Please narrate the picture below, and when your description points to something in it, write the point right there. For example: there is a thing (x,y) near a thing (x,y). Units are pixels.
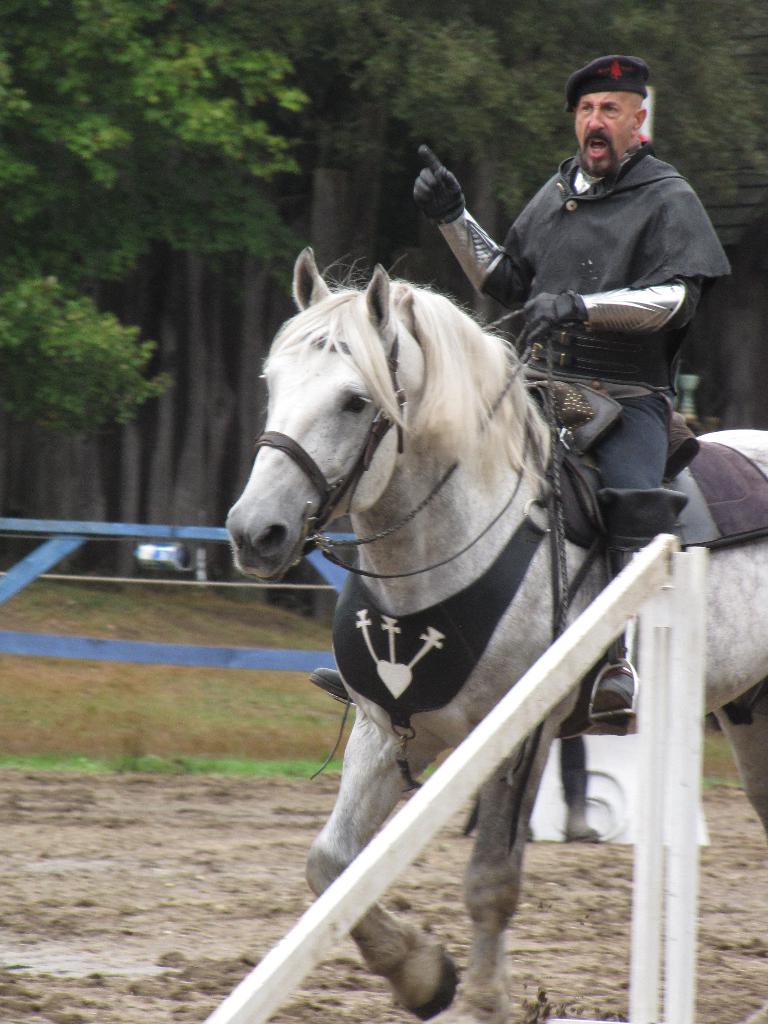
A man (566,210) with black jacket (654,281) is sitting on the horse (497,428). The horse (418,580) is walking on the mud (459,917). There are some white color wooden stands (662,801). In the background (153,276) there are some trees (181,304).
